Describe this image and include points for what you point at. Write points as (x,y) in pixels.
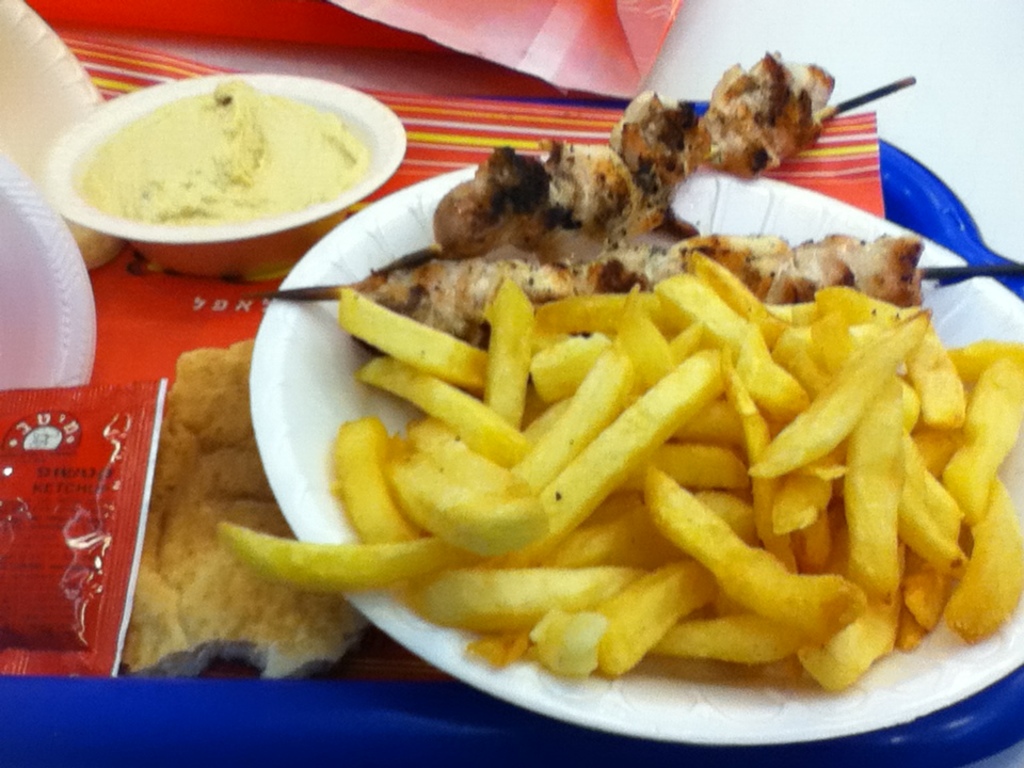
In this picture I can observe some food (427,347) placed in the white color plate (316,500). The food (641,406) is in yellow and brown color. The plate (334,392) is placed in the blue color tray (78,714).
